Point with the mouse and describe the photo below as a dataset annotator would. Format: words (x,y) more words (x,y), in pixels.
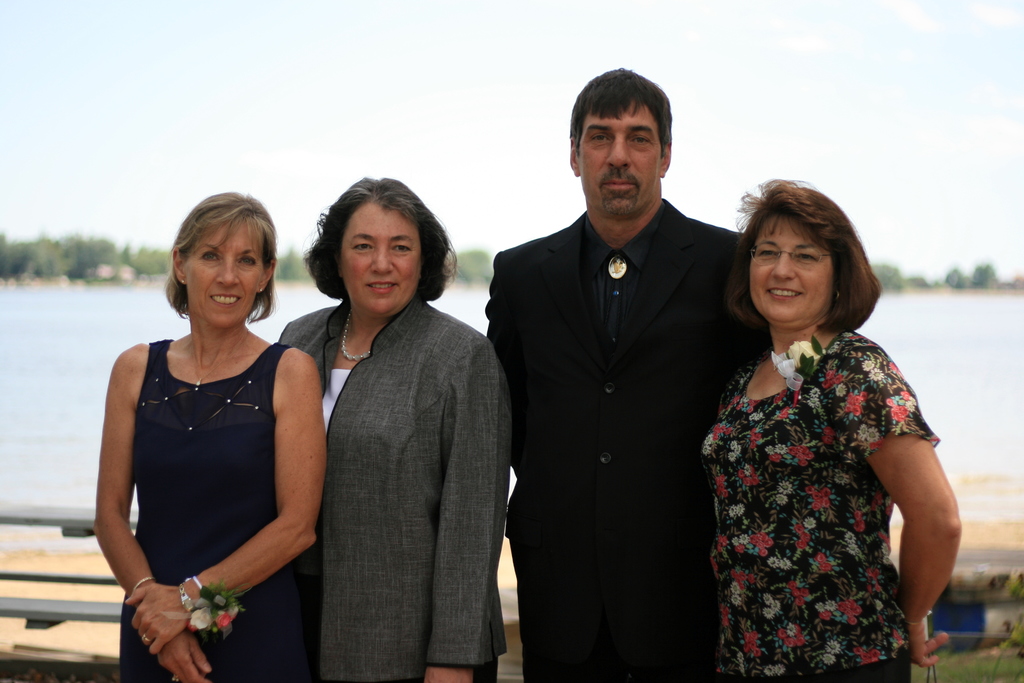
In this image we can see four people (513,369) with smiling faces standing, one woman (895,631) on the right side of the image (874,614) holding one object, one woman (248,619) on the left side of the image (207,630) holding flowers (219,618), some tree (942,280), some grass (978,669) on the ground (978,669), one pond (5,498), some objects (982,633) on the ground (13,567) and at the top (96,189) there is the sky (97,202).
